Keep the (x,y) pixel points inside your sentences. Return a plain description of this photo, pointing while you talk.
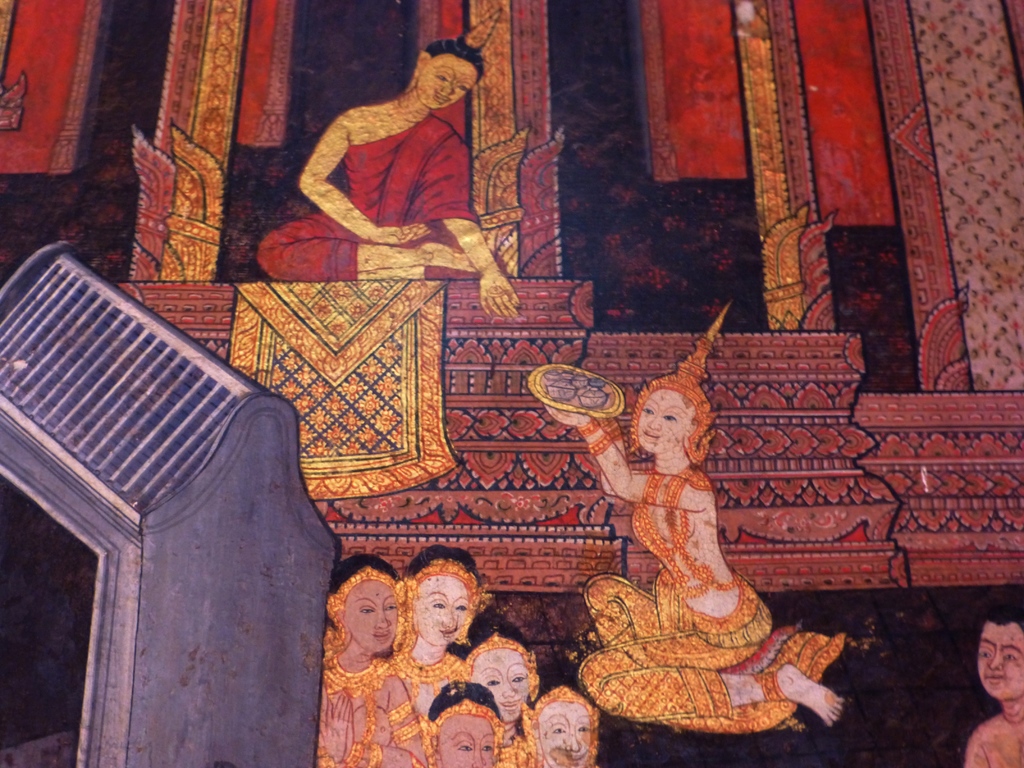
In this image I can see the painting (646,255) of few persons (464,576). In front (123,643) I can see an object (153,480) in gray color.
